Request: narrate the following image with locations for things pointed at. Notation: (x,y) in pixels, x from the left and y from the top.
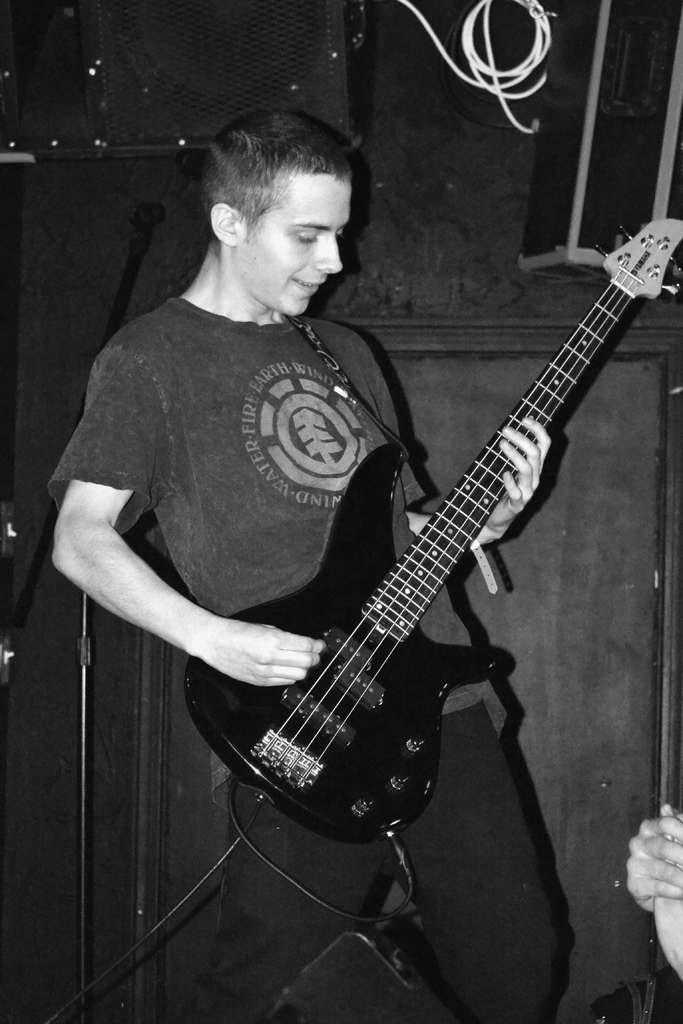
In this picture we can see a man (63,469) who is playing guitar (508,417) and this is the black and white picture.
